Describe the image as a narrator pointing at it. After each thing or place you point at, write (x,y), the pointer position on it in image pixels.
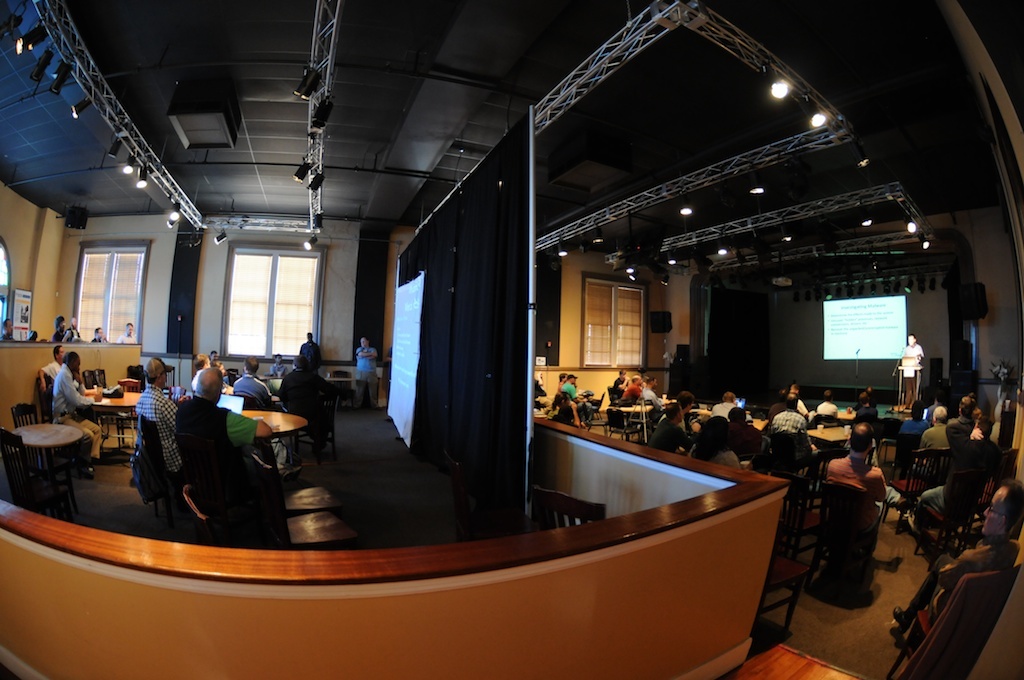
In this image we can see a group of people (775,405) are sitting on the chairs (785,466), in front (843,437) here is the table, and some objects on it, here is the podium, here a person (909,339) is standing, at back (845,329) here is the projector (890,335), here is the window (632,346), here are the lights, here is the wall (183,368).
